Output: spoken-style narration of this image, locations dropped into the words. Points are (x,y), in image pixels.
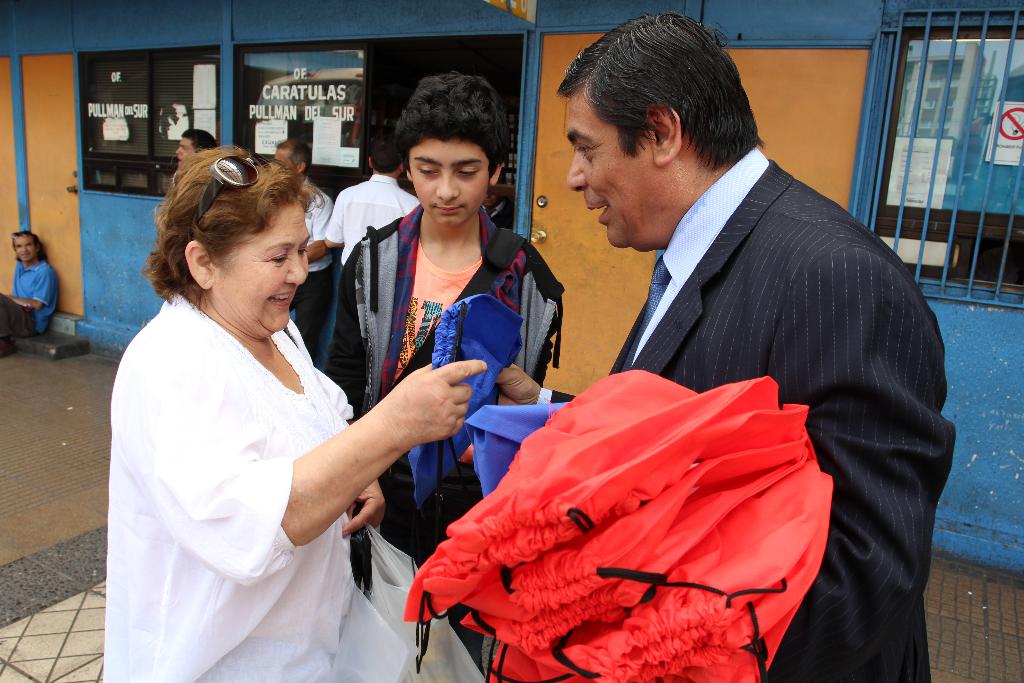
In this picture we can see some people (332,398) are standing and a person (26,292) is sitting. There are two people (346,457) holding some objects (421,481) and behind the people (413,411) there are iron grilles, door (773,119) and a wall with posters (923,183).
